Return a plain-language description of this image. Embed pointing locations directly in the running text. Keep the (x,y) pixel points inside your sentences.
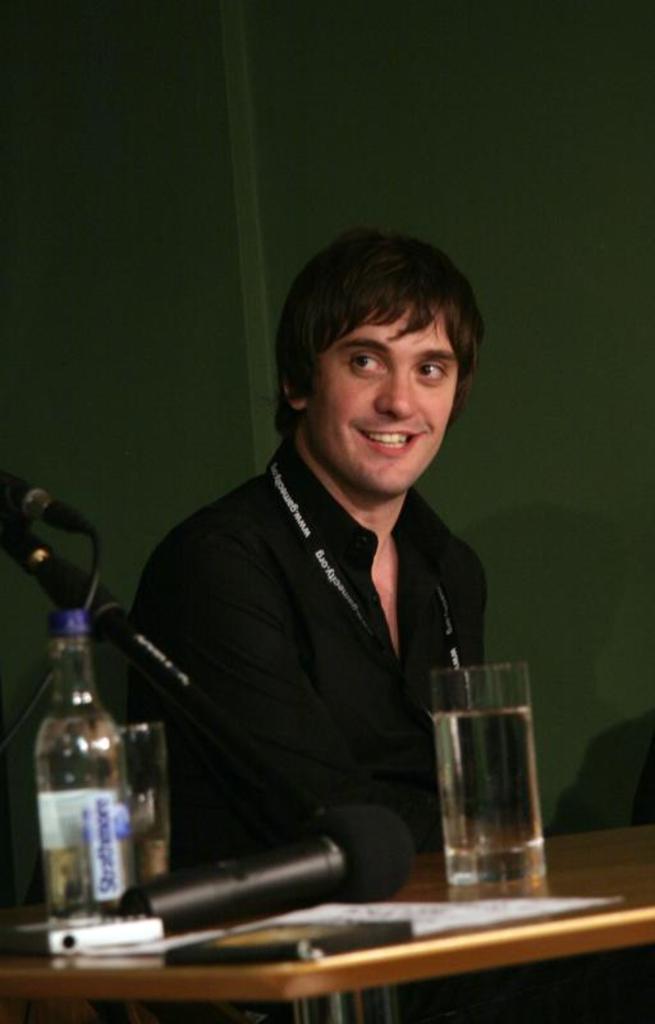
In this image there is a man (379,246), he is wearing a black shirt (365,611) and he is smiling. In the bottom (361,979) there is a table (392,962), on the table (535,889) there is a glass (466,865), bottle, a remote (152,923) and a mike (313,869). Beside him there is another mike (36,493). In the background (339,149) there is a wall (368,150).
